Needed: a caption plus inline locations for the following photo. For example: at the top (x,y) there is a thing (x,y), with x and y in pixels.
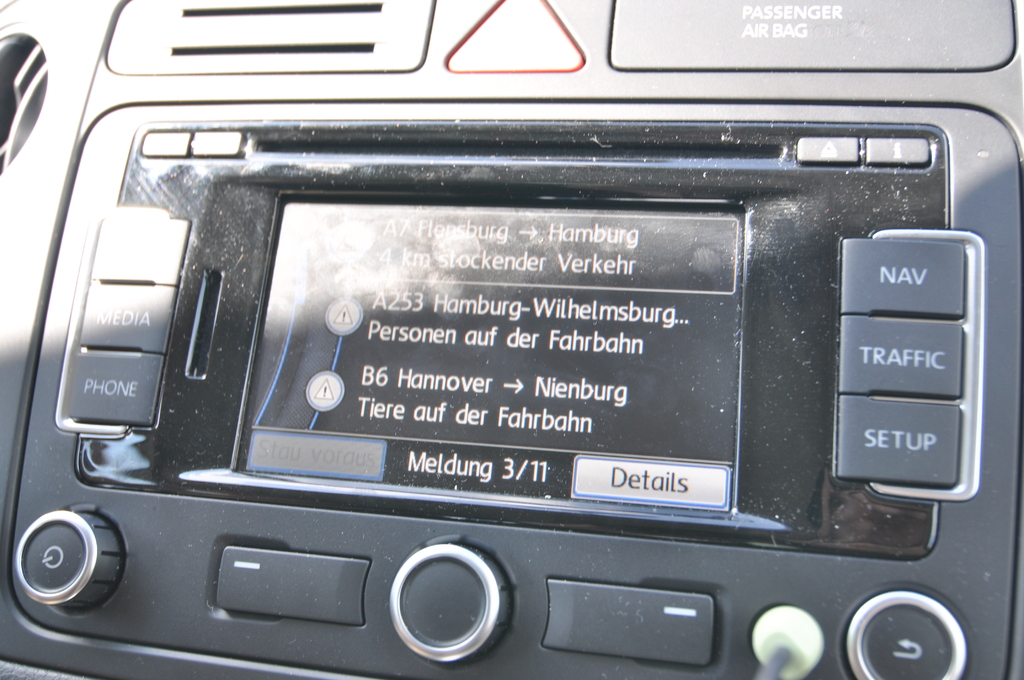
We can see screen (724,357) and buttons (80,409).
